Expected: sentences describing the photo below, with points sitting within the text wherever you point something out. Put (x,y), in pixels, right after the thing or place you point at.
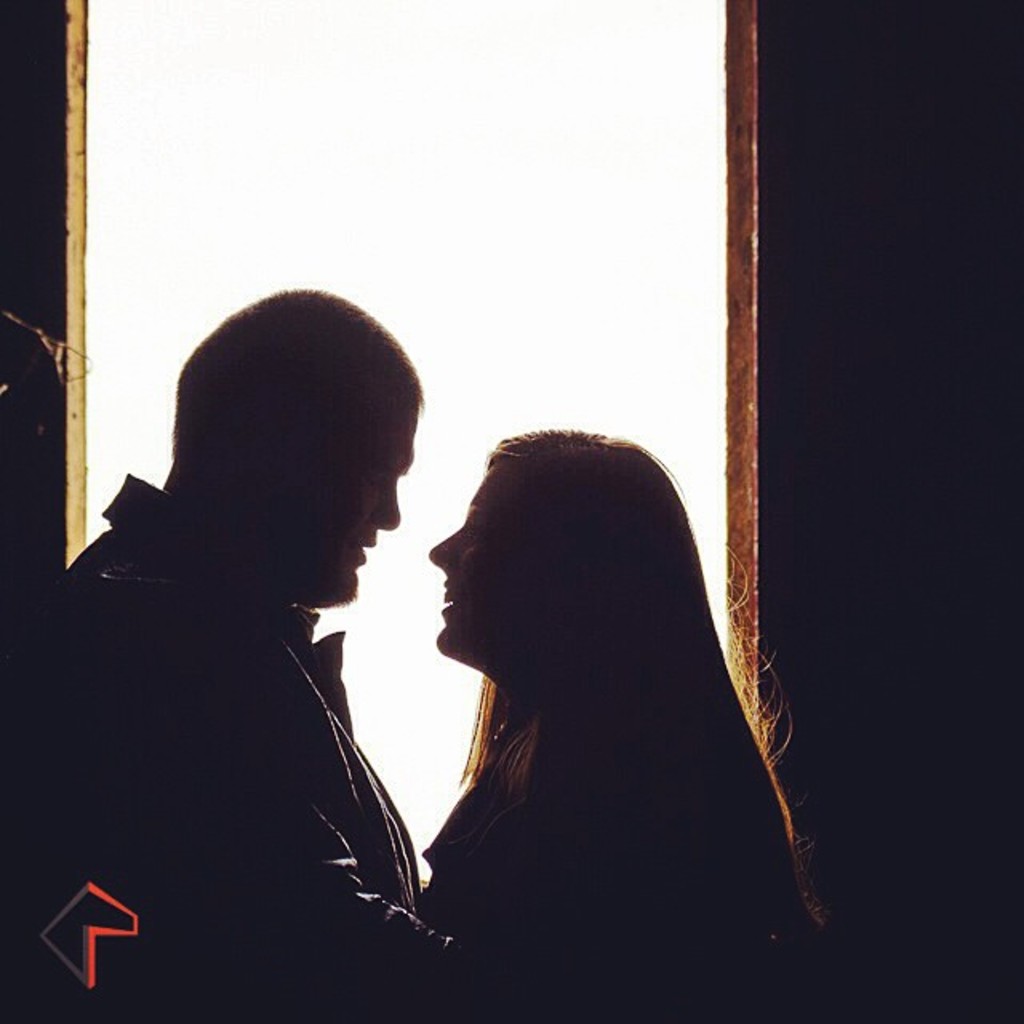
In this picture there is a boy (11,847) and a girl (597,670) in the center of the image (468,614).
